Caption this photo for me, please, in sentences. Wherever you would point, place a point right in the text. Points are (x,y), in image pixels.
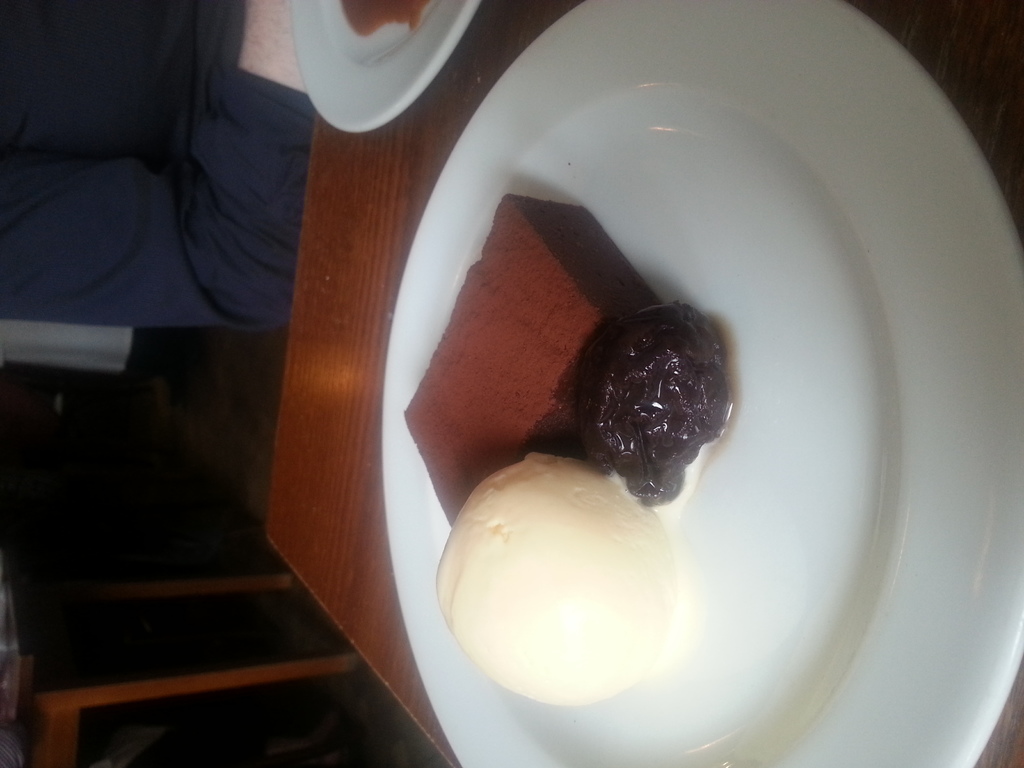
On the right side (799,469), there is an ice cream (576,543), a cake (563,289) and other food item (727,389) on a white color plate (727,317) which is placed on a table (367,534), on which there is another white color plate (412,65) which is having a food item (421,8). In the background (24,118), there is a person (72,114). And the background (17,512) is dark in color.
